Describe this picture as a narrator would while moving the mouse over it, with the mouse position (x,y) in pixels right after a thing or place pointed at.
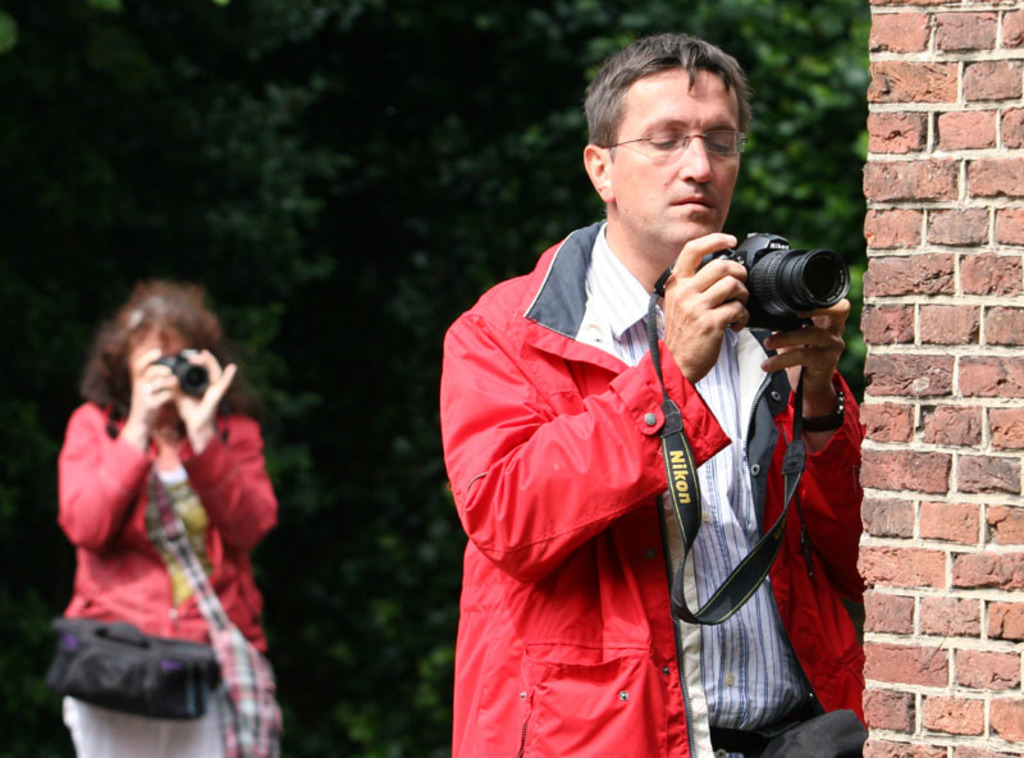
In this picture two people (223,367) who are wearing red jackets (580,260) are clicking images through their cameras (786,281). In the background (490,156) there are trees (462,141).
